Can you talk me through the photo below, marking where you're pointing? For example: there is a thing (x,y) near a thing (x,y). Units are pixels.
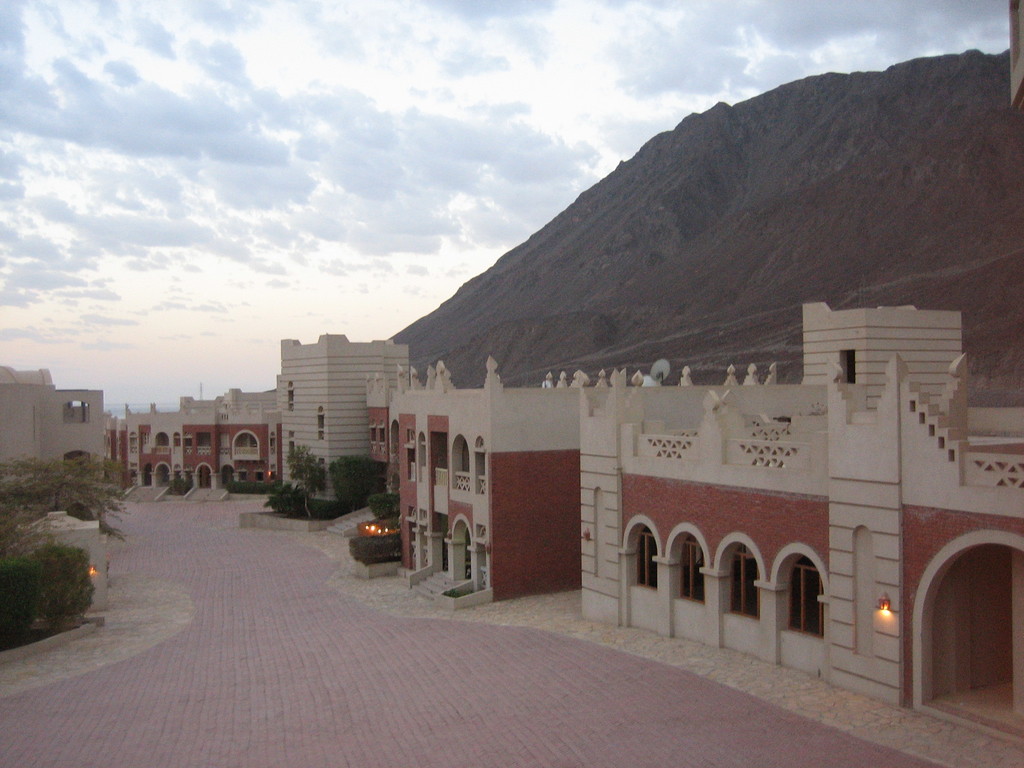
Here we can see buildings (462,456), plants (25,596) and lights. Sky (311,228) is cloudy. Right side of the image (840,77) there is a hill (682,142).
